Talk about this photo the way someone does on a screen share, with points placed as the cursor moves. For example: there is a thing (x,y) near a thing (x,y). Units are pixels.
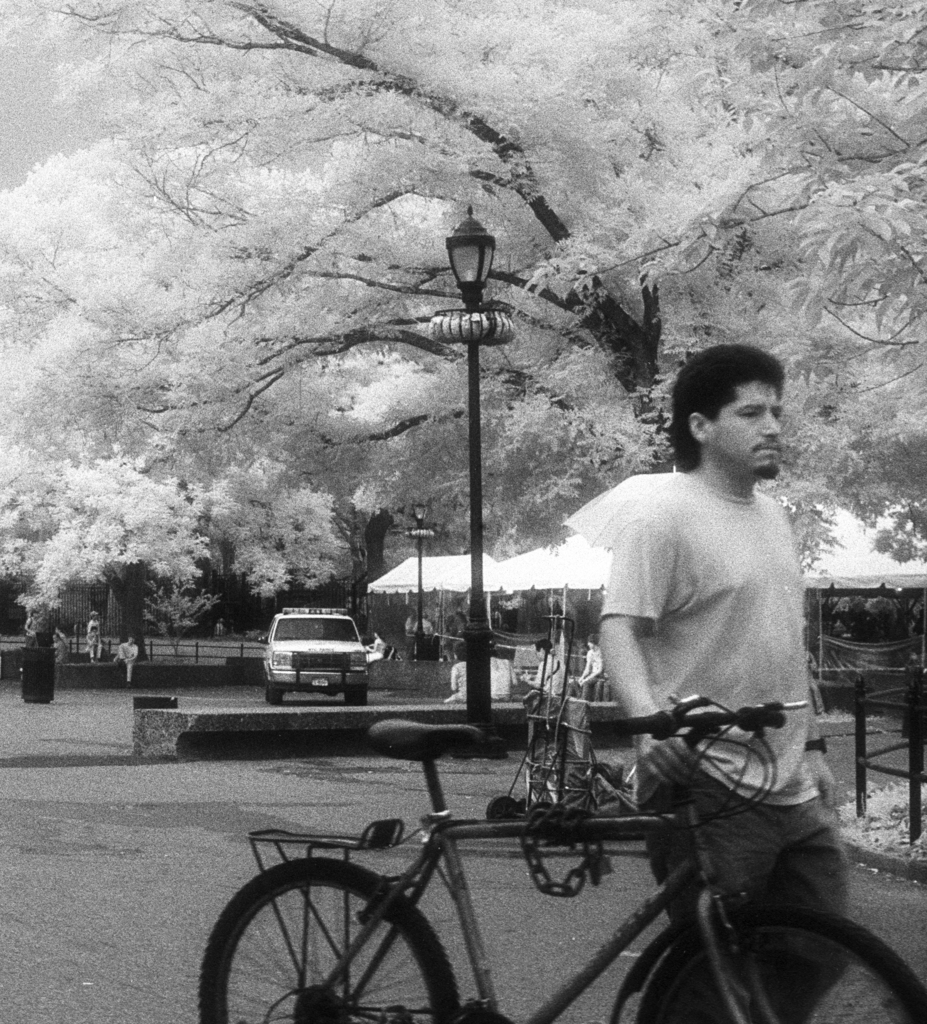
This image is a black and white image. This image is taken outdoors. At the bottom of the image (76,878) there is a road (75,839). On the right side of the image (708,369) a man (690,548) is walking on the road (399,965) and he is holding a bicycle (455,868) in his hand (683,756). In the middle of the image (327,624) a car (284,624) is parked on the road (390,697). There is a street light (471,538) and a few people (541,649) are sitting on the bench (383,708). There are a few stalls (544,600). In the background (258,556) there are many trees (532,239).
